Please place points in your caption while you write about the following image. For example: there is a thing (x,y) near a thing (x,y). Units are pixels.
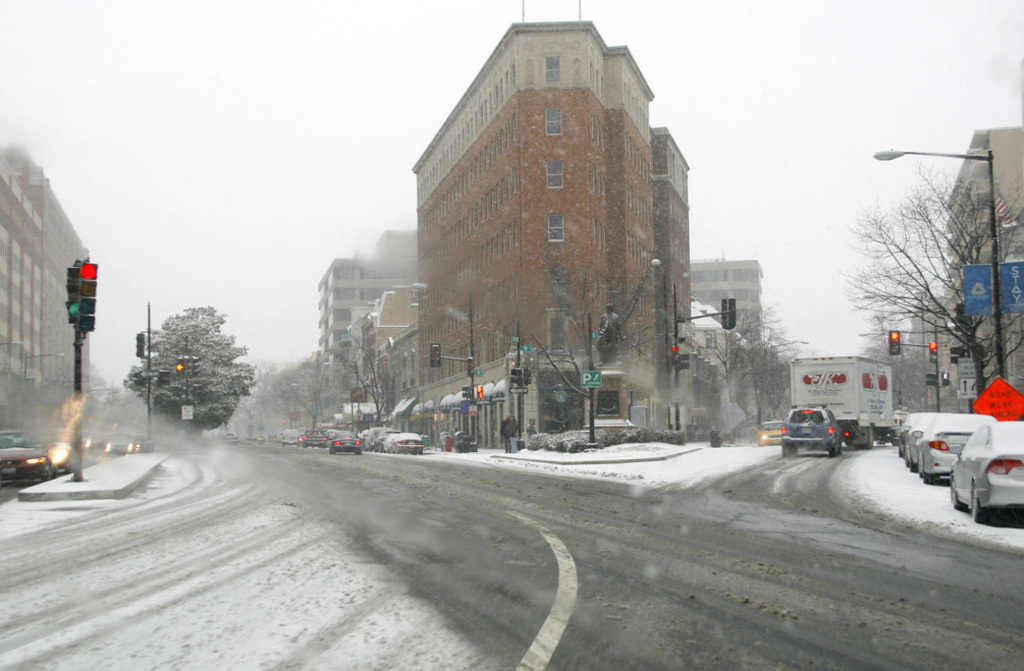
In this picture we can see few buildings (678,275), poles (999,323), traffic lights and sign boards (590,378), and also we can see few trees (948,314), vehicles (838,439) and snow (134,525).
